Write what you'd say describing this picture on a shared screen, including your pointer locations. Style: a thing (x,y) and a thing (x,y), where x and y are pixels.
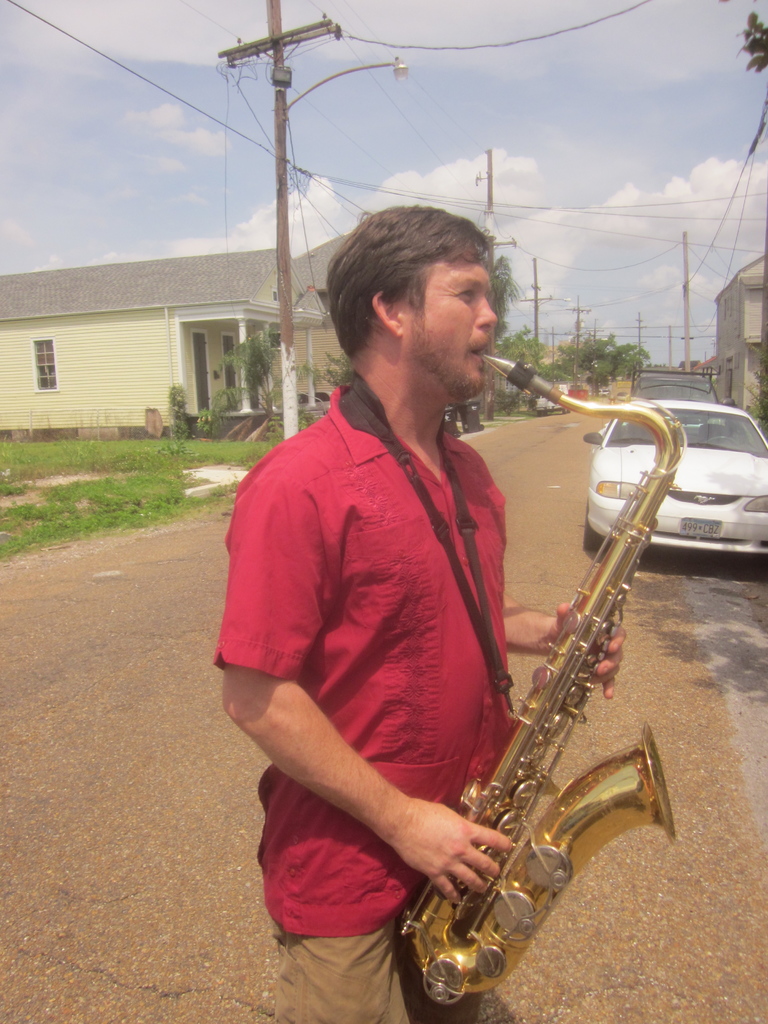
In this image we can see a man (398,778) is playing a musical instrument (429,902). There is a road (683,586) in the image. There are many street lights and few cables (630,215) connected to it. There are many trees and plants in the image. There are few vehicles (726,494) parked in the image.
